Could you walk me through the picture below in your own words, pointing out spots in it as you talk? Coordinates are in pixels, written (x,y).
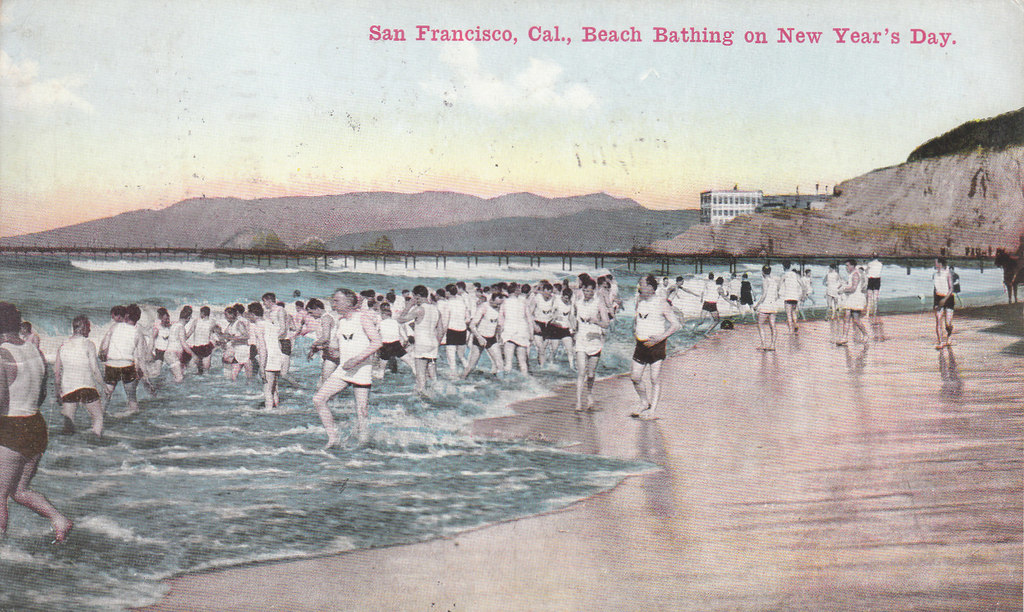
In this image we can see many people (586,332). There is water (278,415). In the back (139,254) there is a bridge (269,257) with pillars (64,250). On the right side (828,208) there is a hill (876,249). In the background (739,204) there is a building (734,204). Also there are hills (382,214) and sky (401,95). Also something is written at the top (868,37).
